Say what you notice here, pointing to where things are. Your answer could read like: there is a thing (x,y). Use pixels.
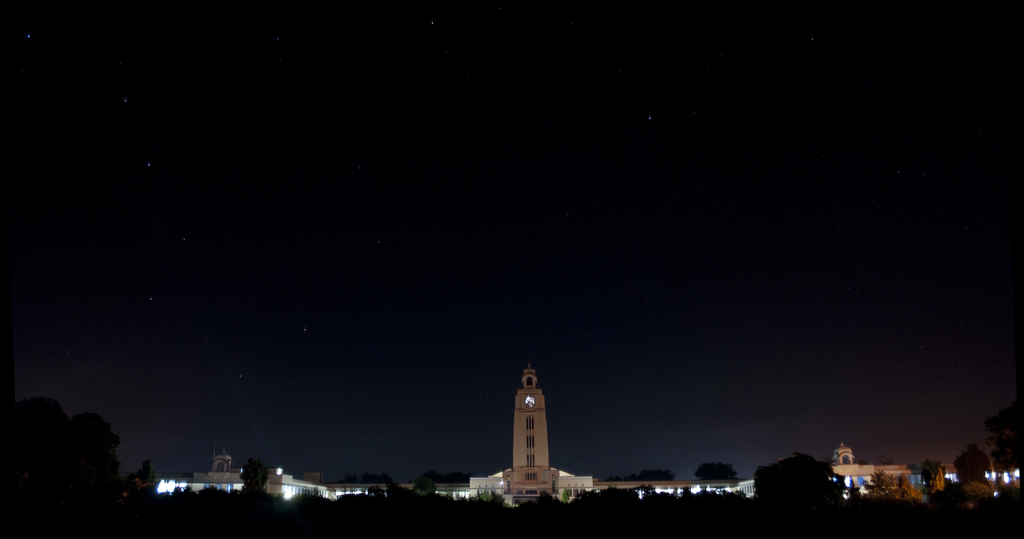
This is an image clicked in the dark. At the bottom (228,506) there are many trees (405,519), buildings (450,484) and lights (730,489) in the dark. At the top of the image (601,152) I can see the sky (381,212) along with the stars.
